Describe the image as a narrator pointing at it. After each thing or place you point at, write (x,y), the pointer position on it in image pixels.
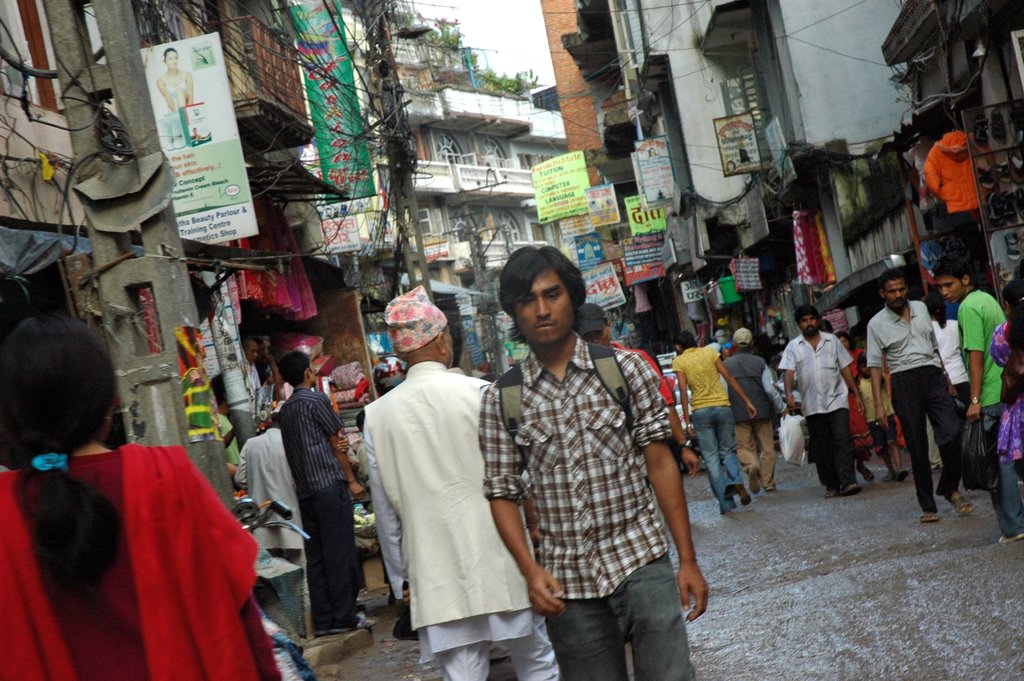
At the bottom of the image (79,648) few people (535,274) are walking and standing. Behind them there are some poles (69,66) and banners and buildings (241,19) and plants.
